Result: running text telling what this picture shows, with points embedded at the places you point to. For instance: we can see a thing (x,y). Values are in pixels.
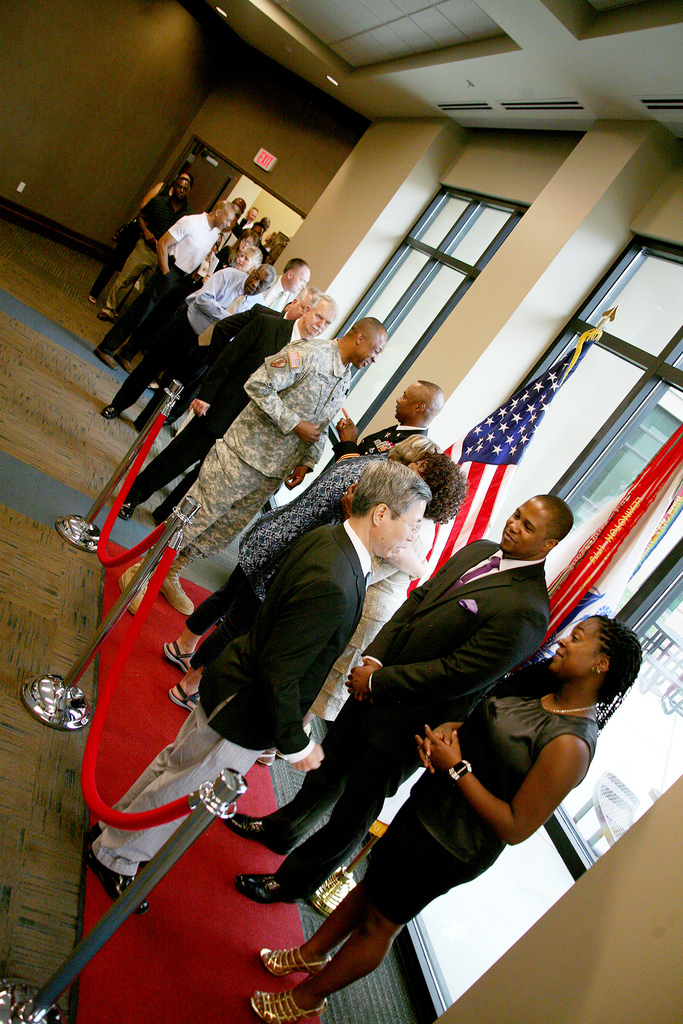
In this image there are a few people (175,240) coming in a line (174,215) and meeting a few delegates (455,667) inside a room (358,263).
